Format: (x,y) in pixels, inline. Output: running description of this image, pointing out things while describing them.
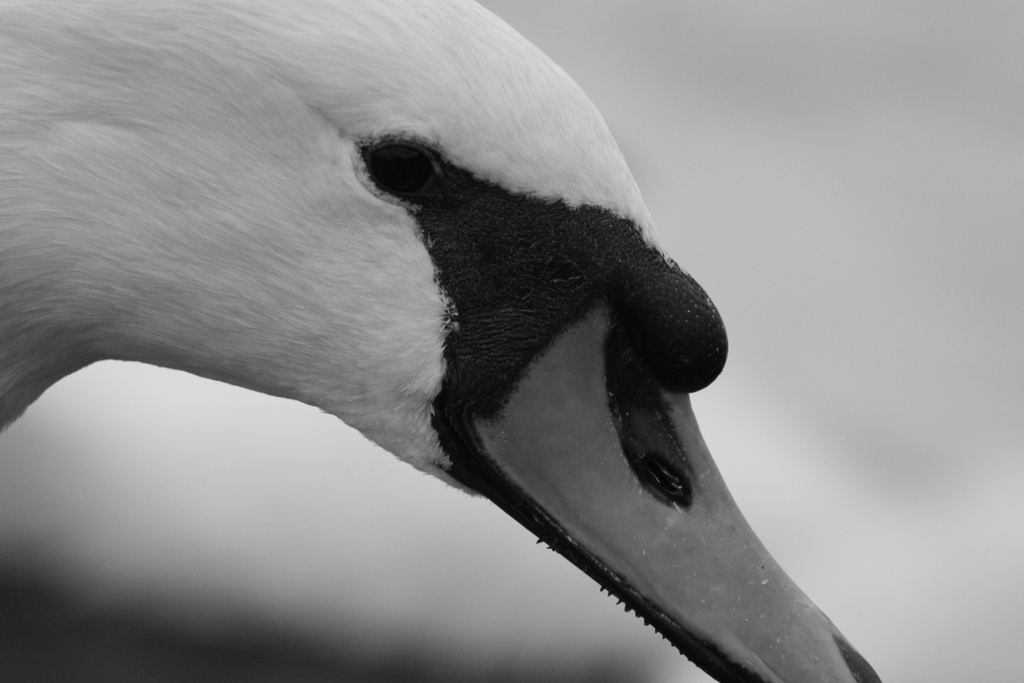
In this image we can see swan face (612,514).
